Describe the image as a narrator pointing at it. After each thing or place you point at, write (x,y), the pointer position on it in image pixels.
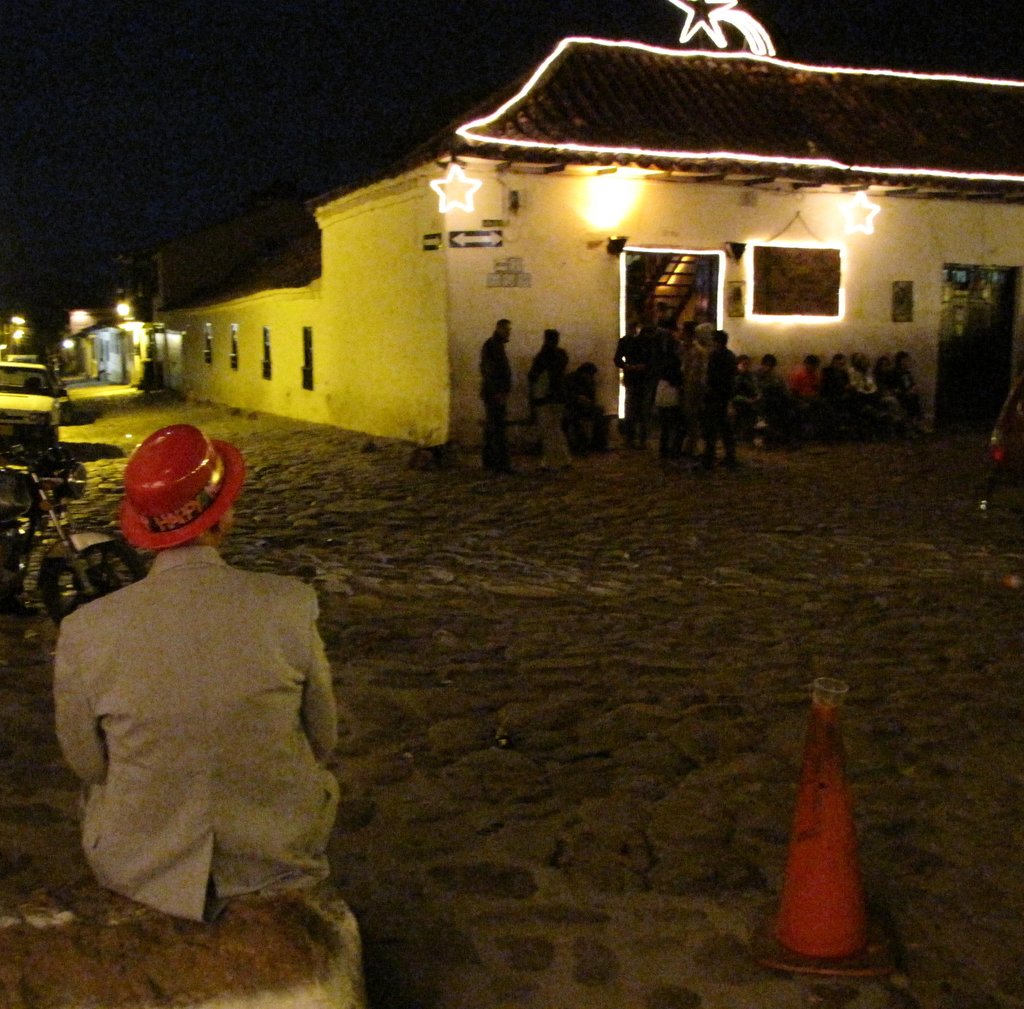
In this picture there is a person (238,731) sitting in the left corner (260,821) and there are few persons (779,408) and a building (745,311) in front of him and there are few vehicles (37,461) in the left corner (33,461).
